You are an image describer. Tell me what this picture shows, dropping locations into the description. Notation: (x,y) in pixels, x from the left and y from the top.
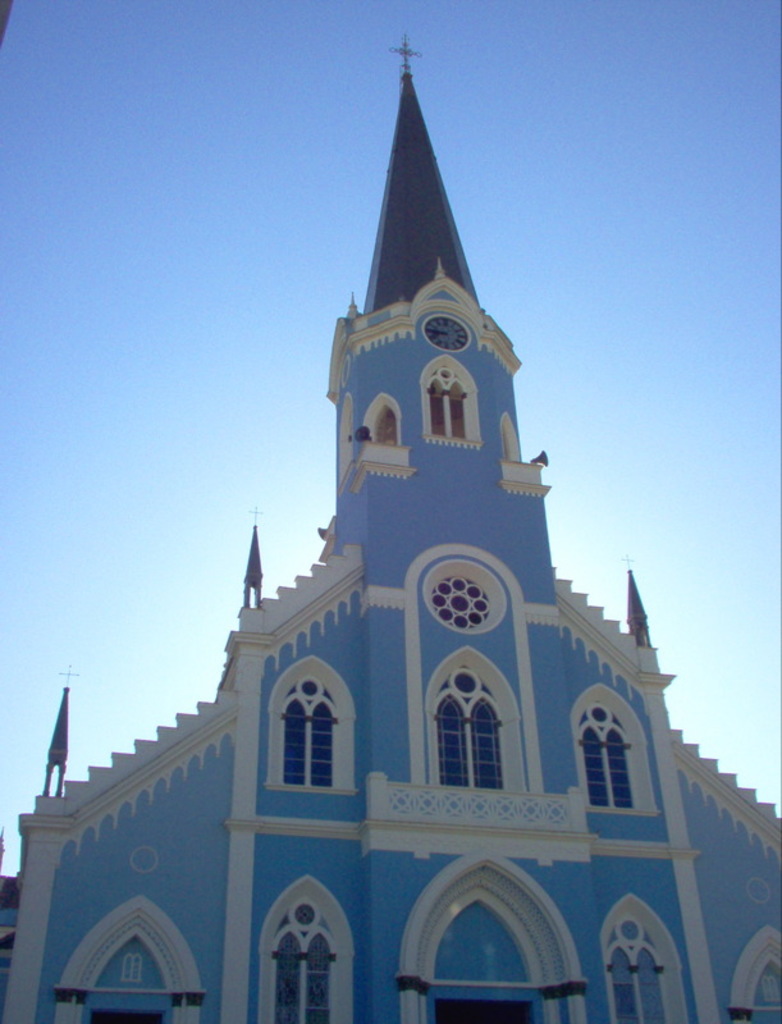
In this picture we can see a building (321,851) and on the building (222,709) there is a clock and holy cross symbols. Behind the building (333,538) there is the sky (297,461).
